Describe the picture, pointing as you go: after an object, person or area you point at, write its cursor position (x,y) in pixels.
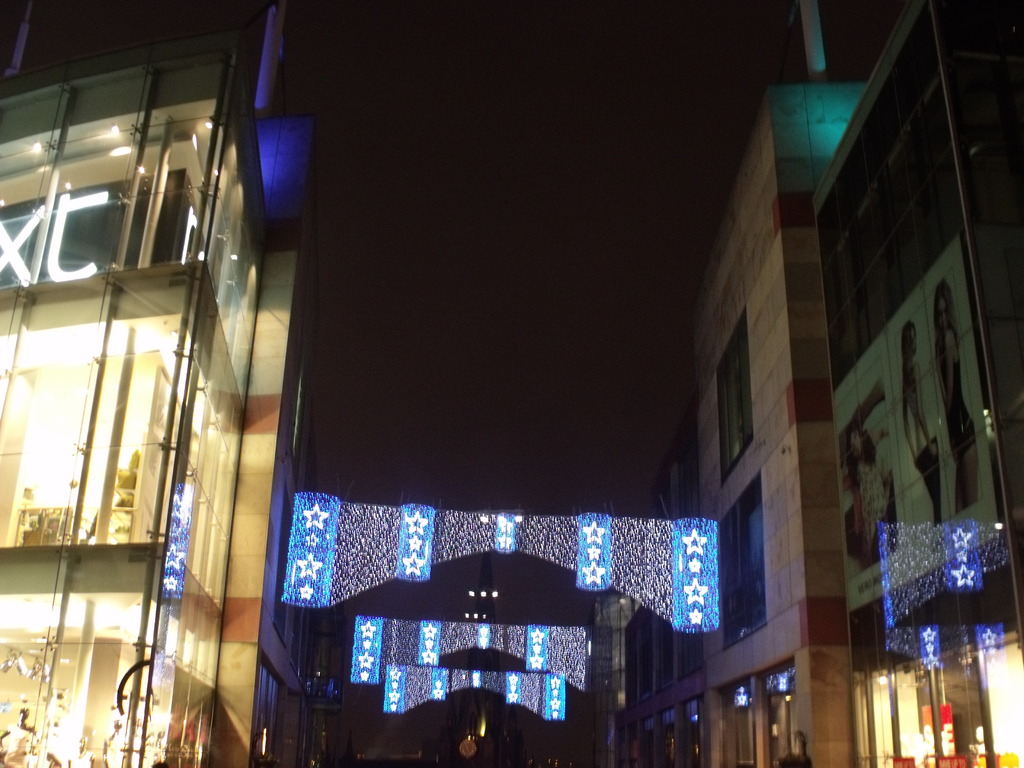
On the sides there are buildings (697,453). On the left side (127,325) there is a building (83,277) with glass walls (121,368) and pipes (121,407). In the back (408,528) there is decoration (580,635) with lights (440,550).
